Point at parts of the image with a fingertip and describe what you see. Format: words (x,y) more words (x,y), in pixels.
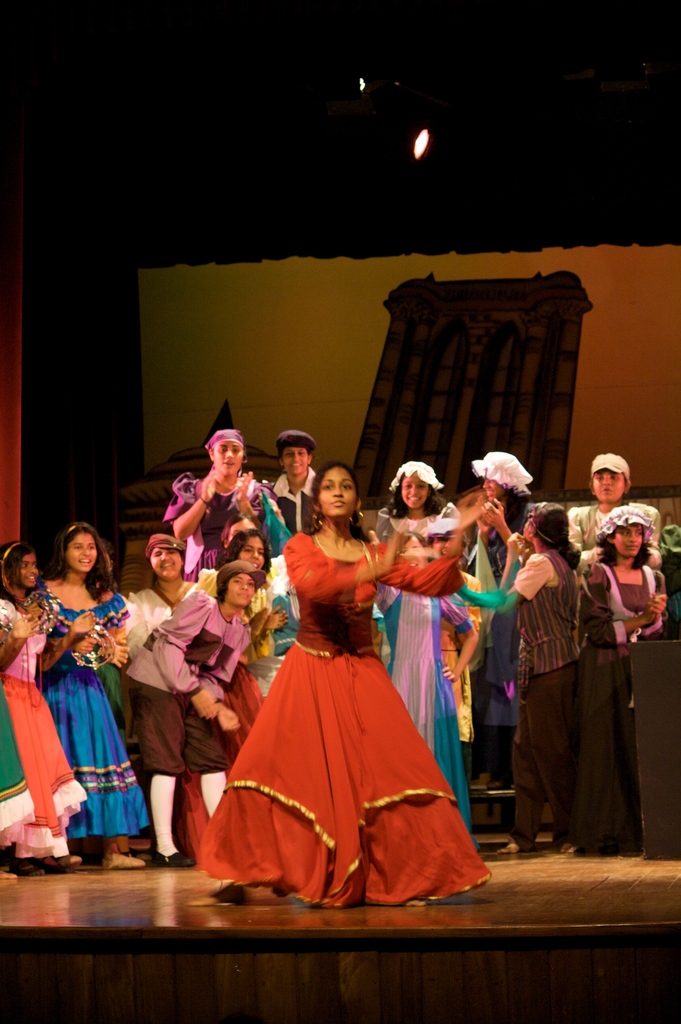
There is a girl (302,710) in the foreground area of the image (299,698), it seems like dancing, there are people (5,699) standing behind her. There is an object (467,258) and a spotlight (425,144) in the background (393,408).
